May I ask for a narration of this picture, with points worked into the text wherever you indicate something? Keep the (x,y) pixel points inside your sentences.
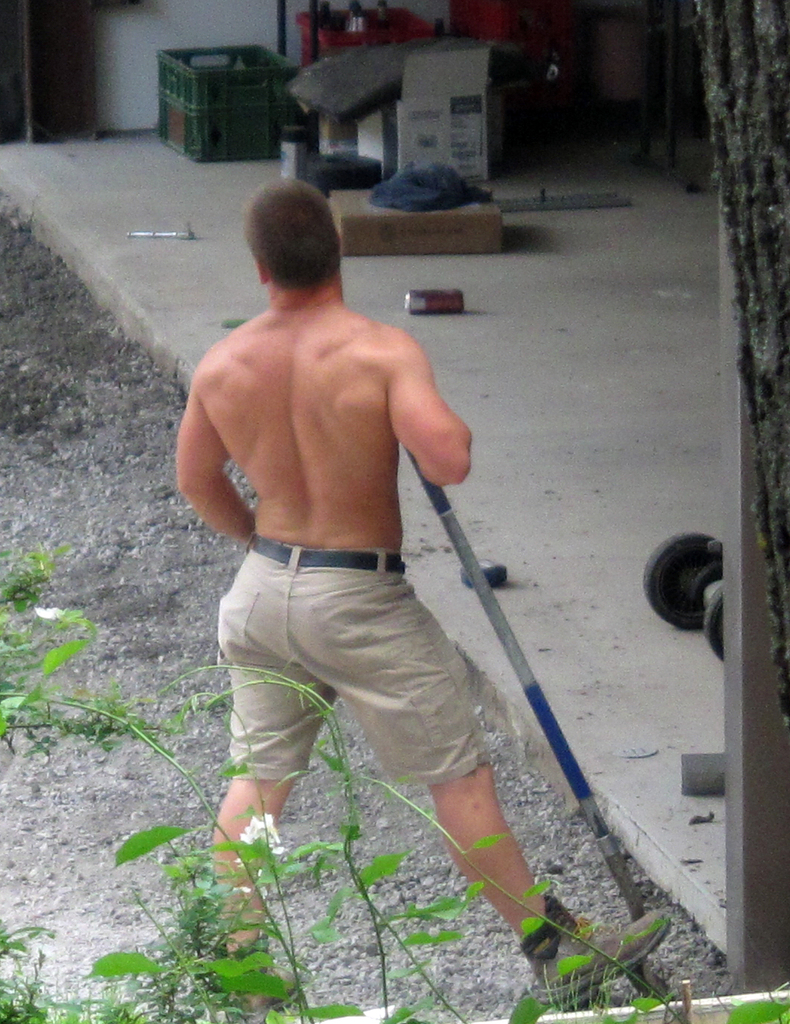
In this image we can see a person (561,907) wearing brown shorts (319,680) holding a rod (465,548) in his hand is standing on the ground (361,976). In the background (424,93) we can see plants (260,923), some wheels (701,621) and some containers (416,142) placed on the floor (443,288).
